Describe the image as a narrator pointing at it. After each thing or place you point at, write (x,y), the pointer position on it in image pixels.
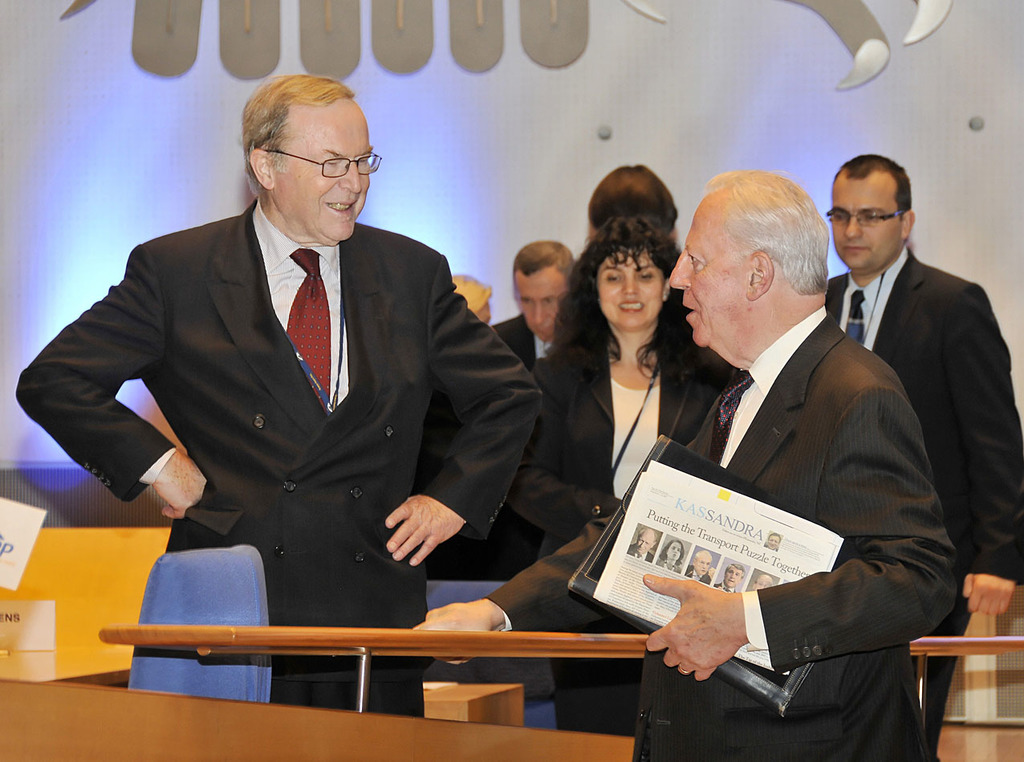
In this image we can see a few people (687,429). In the foreground (644,536) we can see a person (669,676) holding objects (683,533). In front of the persons (286,683) we can see a table (115,665) and chairs (156,674). Behind the persons (264,218) we can see a wall (555,78).
